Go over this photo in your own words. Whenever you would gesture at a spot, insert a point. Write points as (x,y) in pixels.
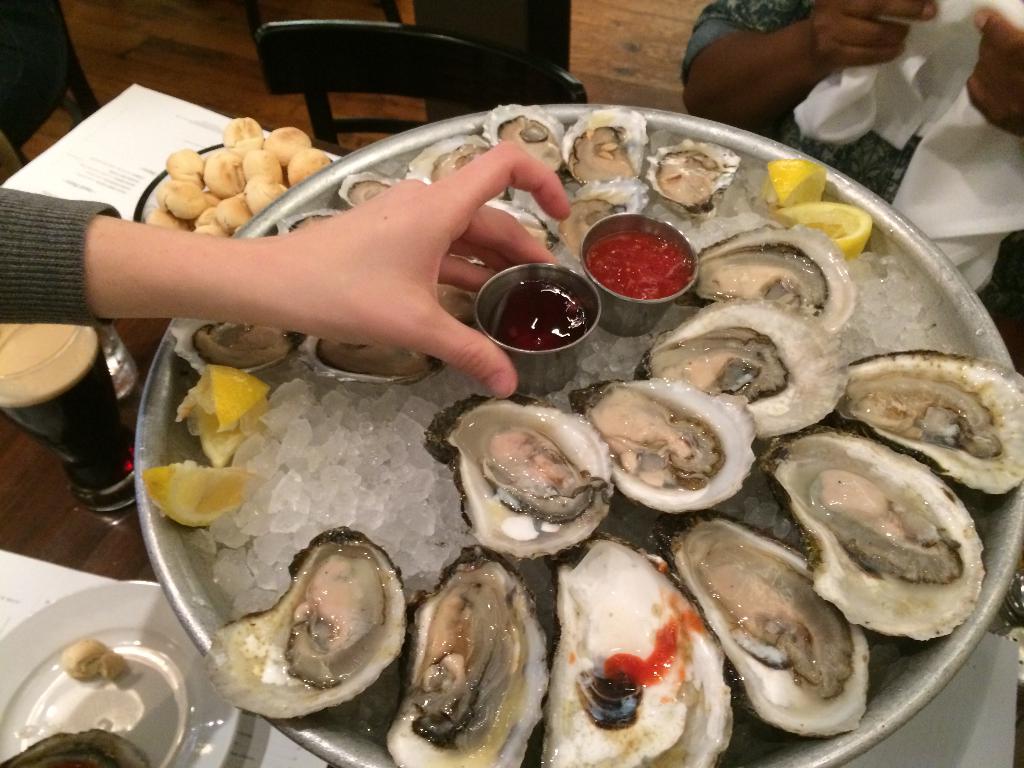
In this picture there is a plate (979,331) which contains oysters (638,464) in it and there are other food items (251,207) which are placed on the table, there is a chair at the top side of the image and there is a person (839,46) in the top right side of the image (894,42) and there is another person (12,231) on the left side of the image (308,321).
